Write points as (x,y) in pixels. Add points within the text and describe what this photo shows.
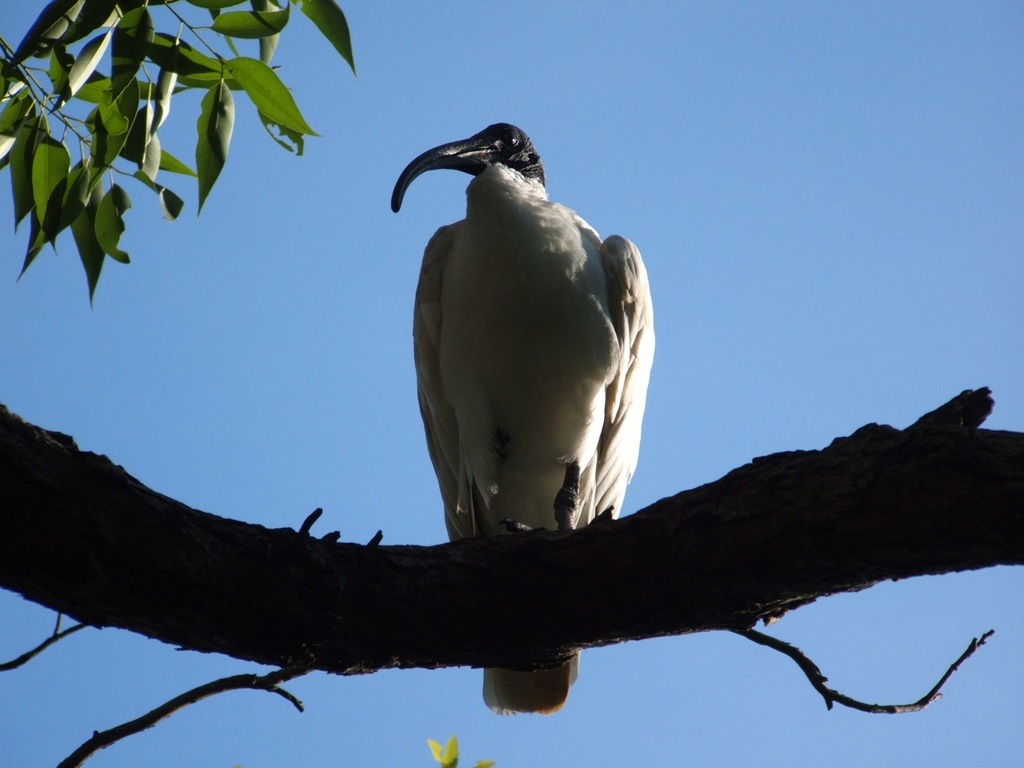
In this image, we can see a bird (572,496) on a tree branch (118,554). Here we can see stems (65,636) and leaves (165,97). Background (227,364) we can see the sky (974,698).
